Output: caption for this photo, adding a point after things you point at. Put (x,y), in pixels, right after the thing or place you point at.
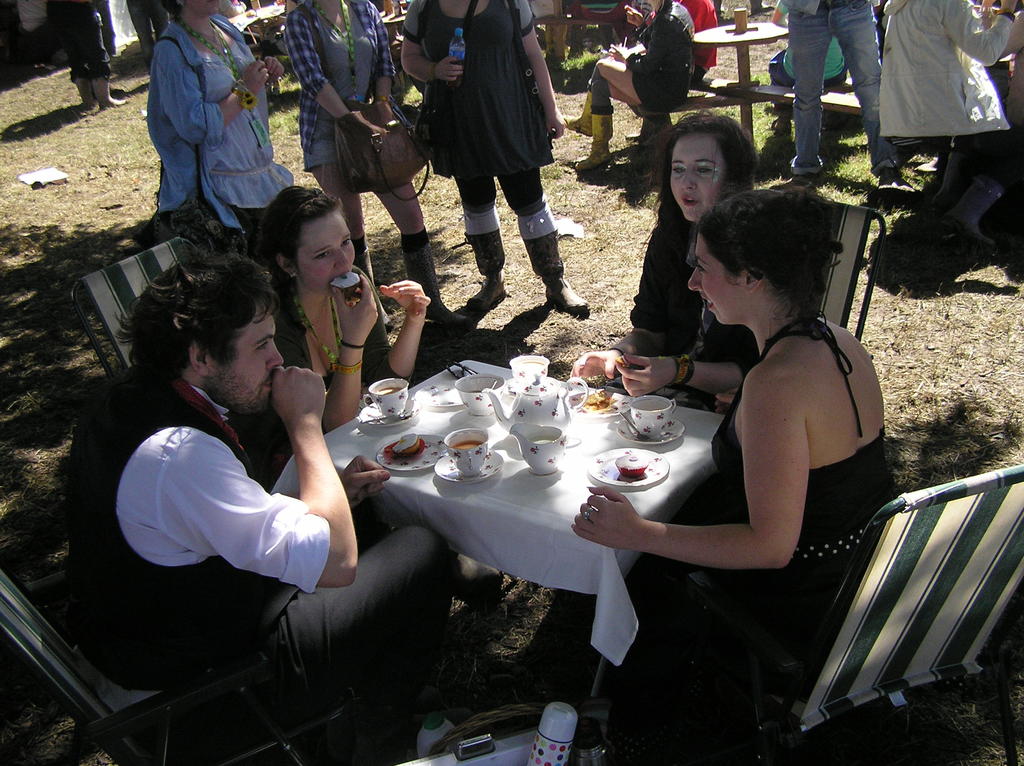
This picture describe about a group of girls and boys (237,467) who is celebrating the tea party outside of the playing ground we can see a table (583,556) on which white cloth (556,539) is placed and small cup cakes (634,454) and tea cup (636,416). And this girl (331,296) is eating the cake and behind there are three girls (361,69) standing with the brown bag (369,161), opposite to them there is another girl (663,81) who is sitting on the bench (704,92) wearing a golden color boots (605,131) and a man (822,41) standing beside her wearing blue jean (809,106).
